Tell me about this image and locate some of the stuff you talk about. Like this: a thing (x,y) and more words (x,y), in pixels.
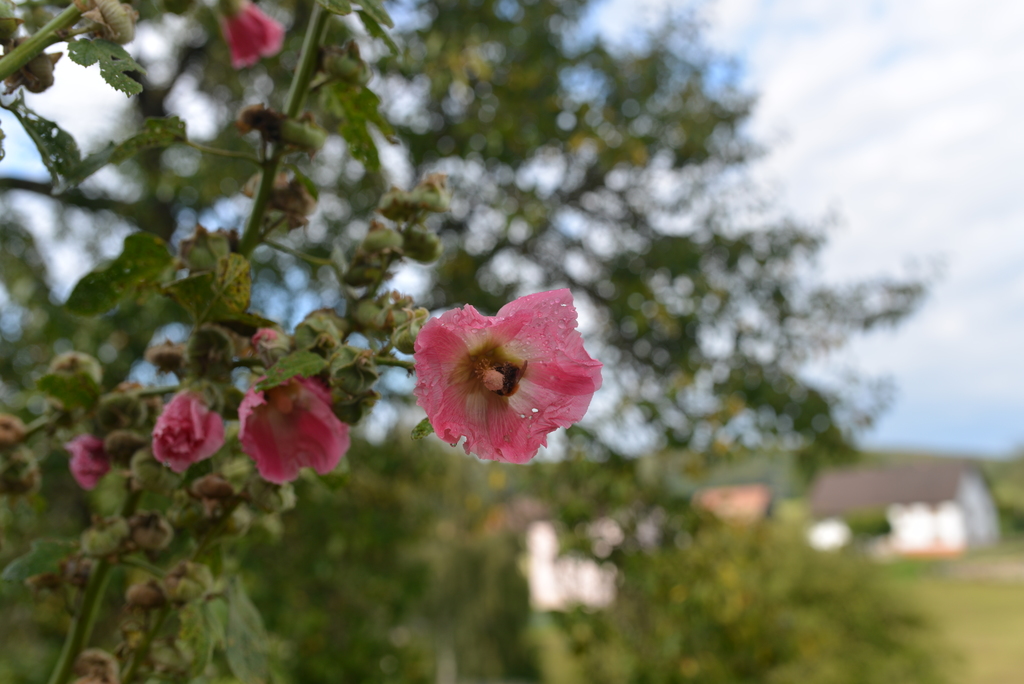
We can see pink flowers (555,370) and buds (193,358) and we can see trees (487,573). In the background (904,131) it is blurry and we can see sky (972,268) with clouds (985,365).
